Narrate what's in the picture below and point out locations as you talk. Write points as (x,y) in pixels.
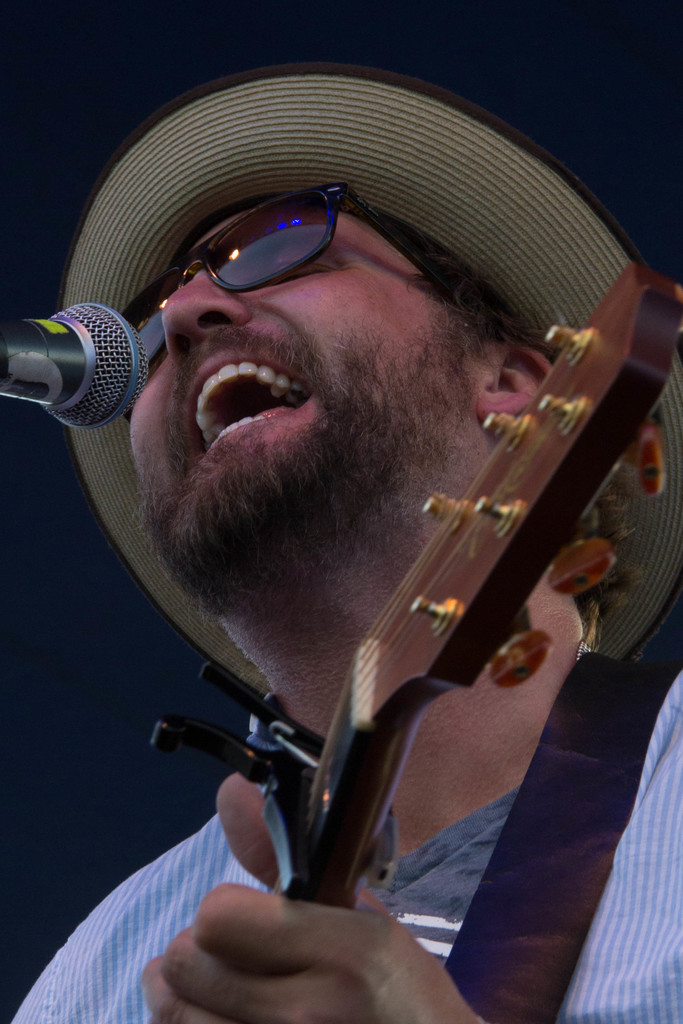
In this image a man (281,545) is performing in front of the mic (89,364) wearing a hat (474,157), spectacles (372,212) and holding a musical instrument (419,660) in his hand (322,975).
